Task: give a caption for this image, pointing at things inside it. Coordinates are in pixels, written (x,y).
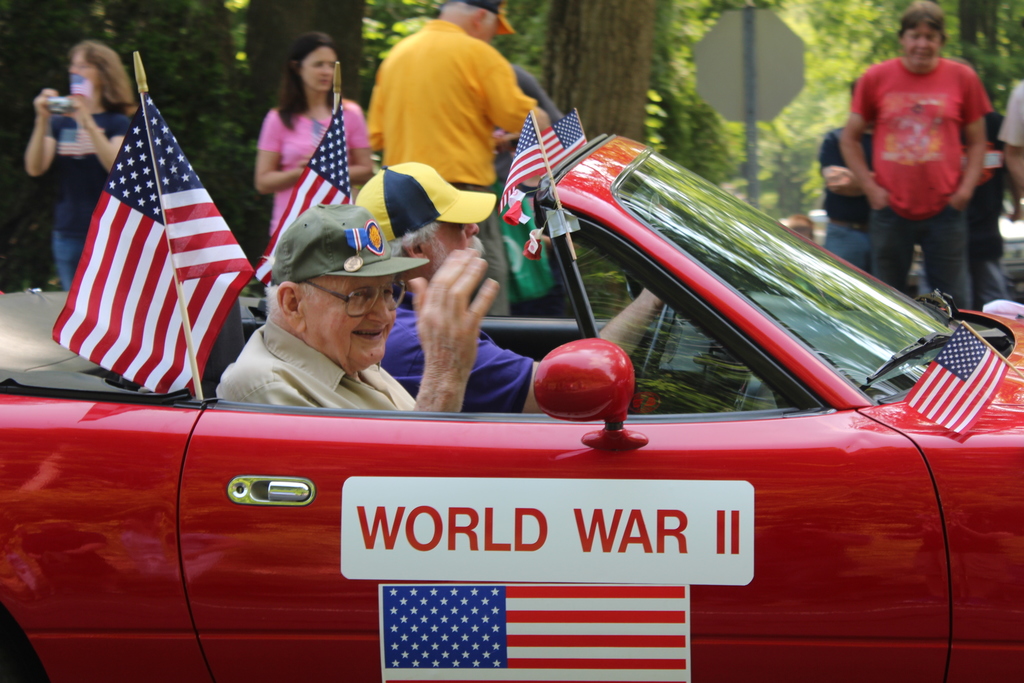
In this picture we can see two men (316,299) sitting in car (393,415) and one is driving and other is smiling and we have flags (313,171) to that car (375,415) and in background (412,145) we can see some persons (924,119) standing holding camera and trees (549,27), pole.
